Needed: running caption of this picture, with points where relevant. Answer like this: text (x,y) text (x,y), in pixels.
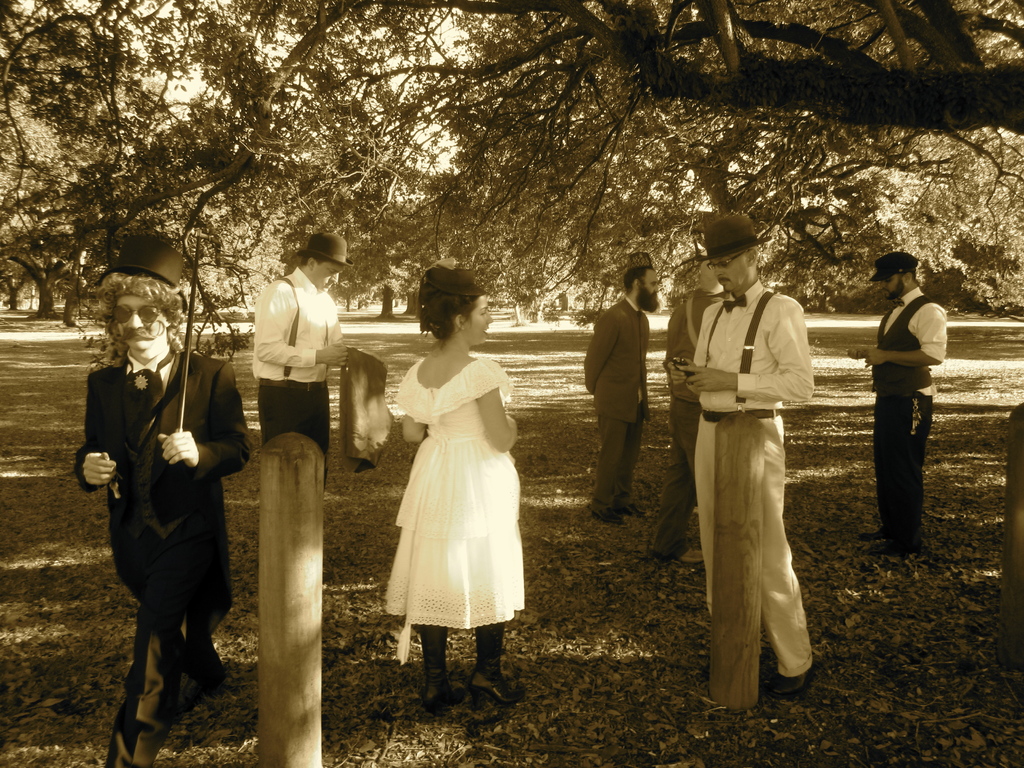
This is a black and white picture. In this picture, we see people (472,335) are standing. Beside them, we see the poles (726,423). At the bottom of the picture (681,708), we see dried leaves (502,724). There are trees (563,157) in the background (606,196). This picture might be clicked in the park (387,482).
